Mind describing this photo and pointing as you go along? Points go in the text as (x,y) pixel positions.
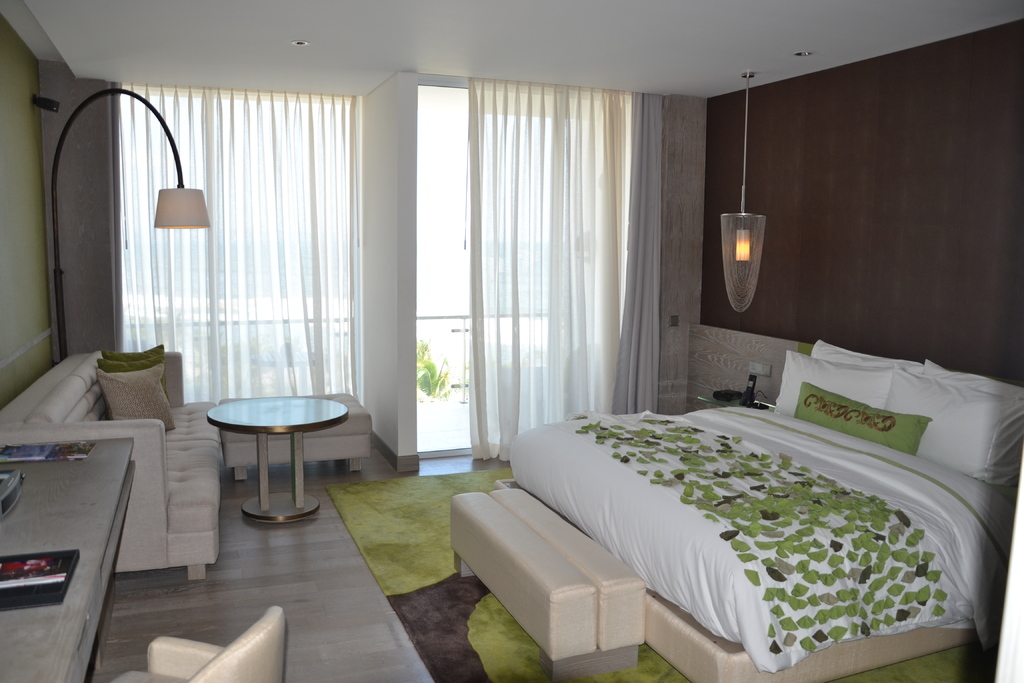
In this image there is a bed (775,510) with bed sheet (789,473) and pillows (777,405), in front of the bed (586,481) there is a footrest stool (533,527) and there is a couch (199,431) with cushions (138,398), in front of the couch (147,432) there is a table (266,435), beside the couch (284,441) there are some objects (56,583) on the table (68,595), in front of the table (68,605) there is a chair (165,659) and there is a lamp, on top of the bed (612,478) there is a lamp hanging from the roof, beside the bed (732,419) there are some objects (729,398) on the table (714,399) and a switch board (758,365) on the wall (779,336), beside the couch (161,442) there are glass walls (206,302) with curtains (271,223) on it and there is a lamp (53,219) and some objects (46,99) on the wall (69,187), on the roof (310,40) there are lamps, through the glass (456,324) we can see plants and glass fence (424,392) with metal rod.
